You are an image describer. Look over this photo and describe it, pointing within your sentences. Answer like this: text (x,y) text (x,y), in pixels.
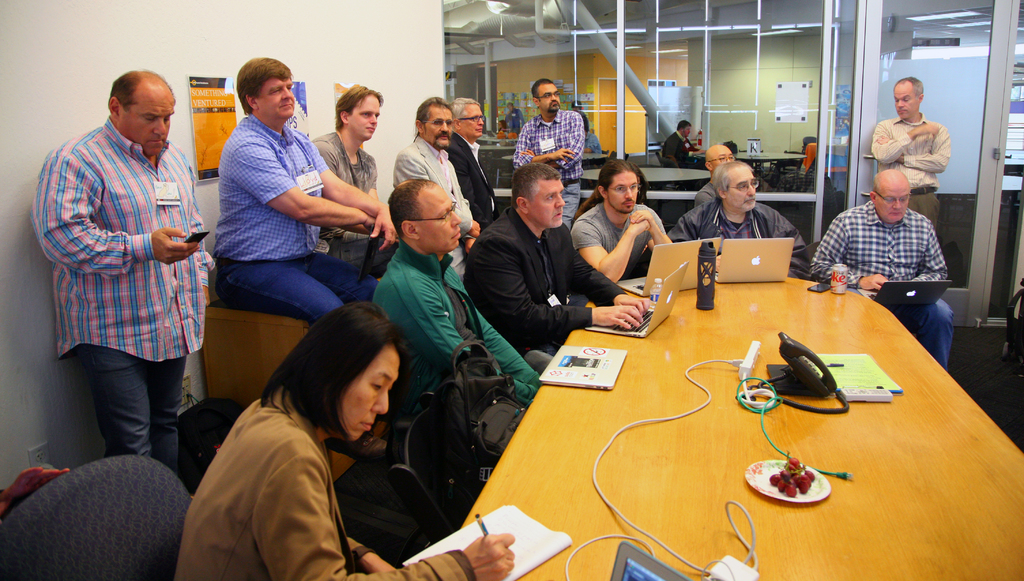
In this picture we can see some group of people (470,216) sitting on chair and some are standing and in front of them there is table (916,418) and on table (732,313) we can see laptops (732,273), bottle (660,281), paper (535,561), wires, telephone (804,361), remote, plate (770,468), tin (837,270) and some food (779,477) and in background (383,61) we can see wall (285,41) with posters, door (599,131).
